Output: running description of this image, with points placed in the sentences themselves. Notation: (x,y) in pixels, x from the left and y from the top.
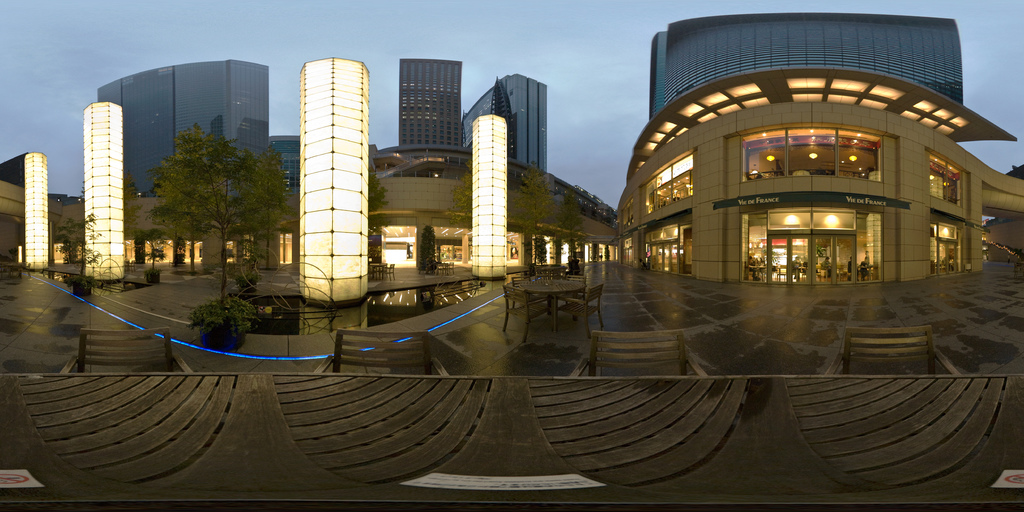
In this image we can see some buildings (167,151), windows (759,162), doors (846,251), lights (493,265), there are some benches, chairs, trees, plants (423,243), also we can see the water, and the sky (532,52).
